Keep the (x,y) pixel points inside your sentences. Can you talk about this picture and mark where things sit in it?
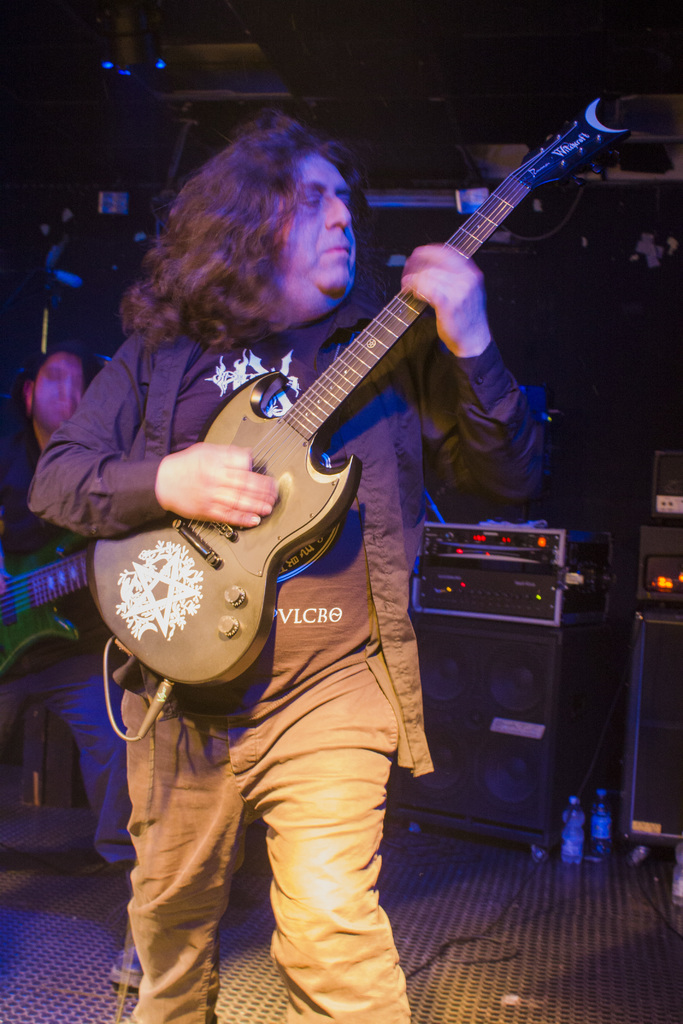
In the center of the image (239,357) we can see a man (350,948) standing and playing a guitar (219,674), next to him there is another man (65,610) holding a guitar (48,573). In the background (534,677) there are speakers (528,677) and lights (156,65).
